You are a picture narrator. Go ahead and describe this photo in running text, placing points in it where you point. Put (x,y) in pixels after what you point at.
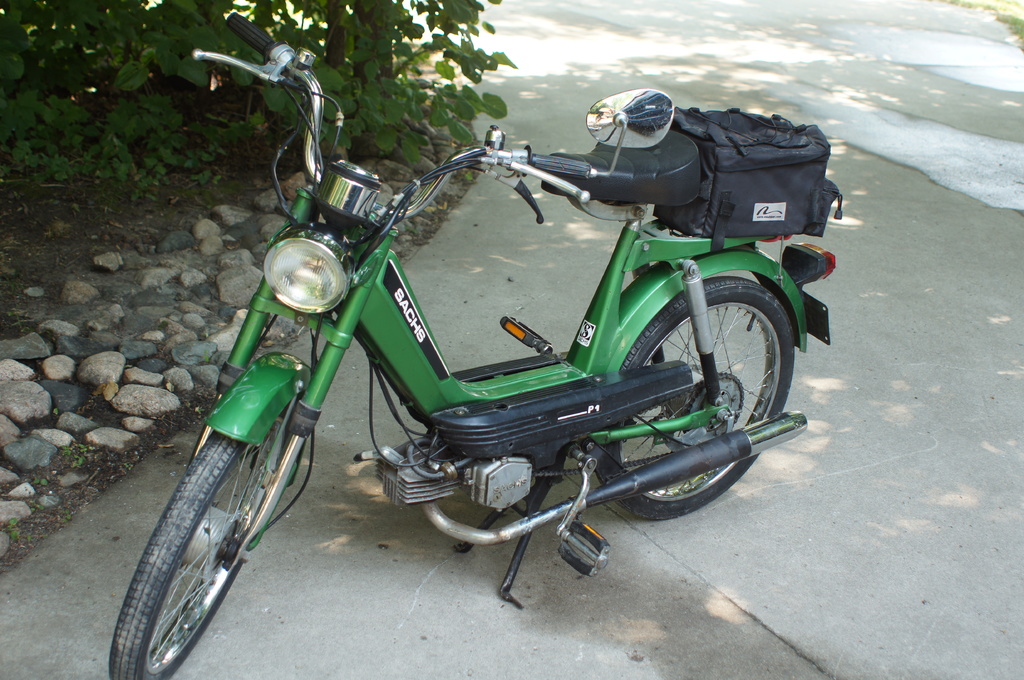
In this image we can see a bike (526,411) on the ground (561,487), on the bike (247,324), we can see a bag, there are some stones (150,400) and trees (240,134).
